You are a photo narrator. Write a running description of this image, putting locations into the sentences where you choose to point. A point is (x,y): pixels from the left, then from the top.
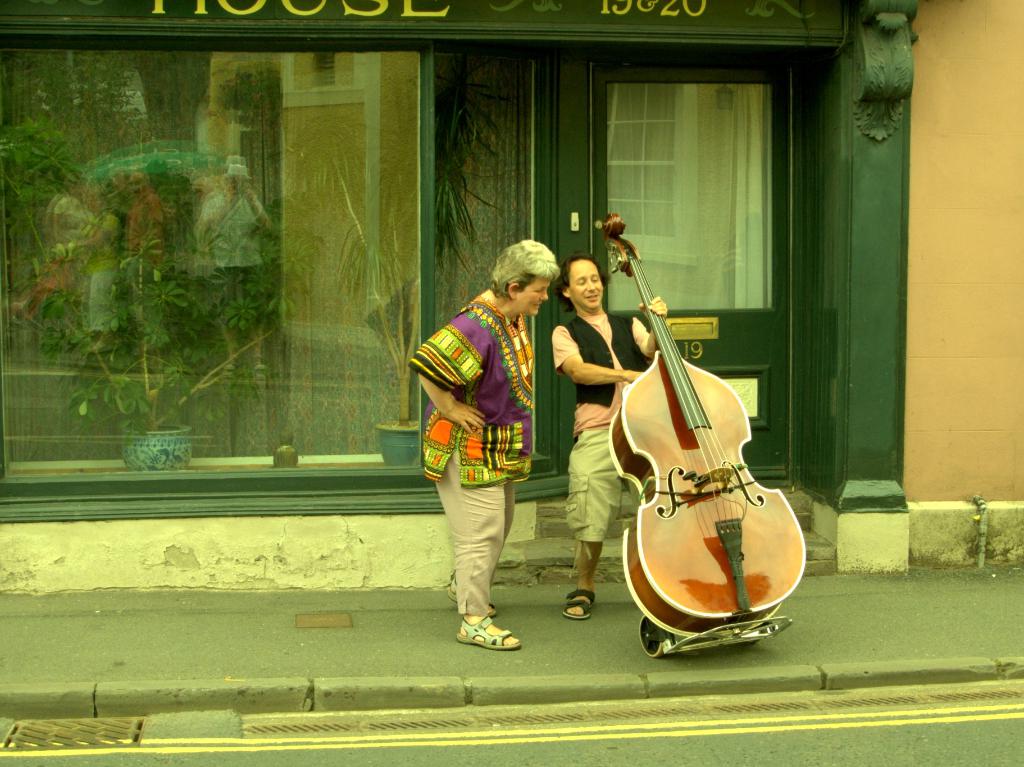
On the background (387,143) we can see store (612,55). This is a door (718,236). Here we can see persons (613,369) standing near to the store (618,559). This person (635,356) is holding a double bass (709,401) in his hand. This is a road (682,753).
